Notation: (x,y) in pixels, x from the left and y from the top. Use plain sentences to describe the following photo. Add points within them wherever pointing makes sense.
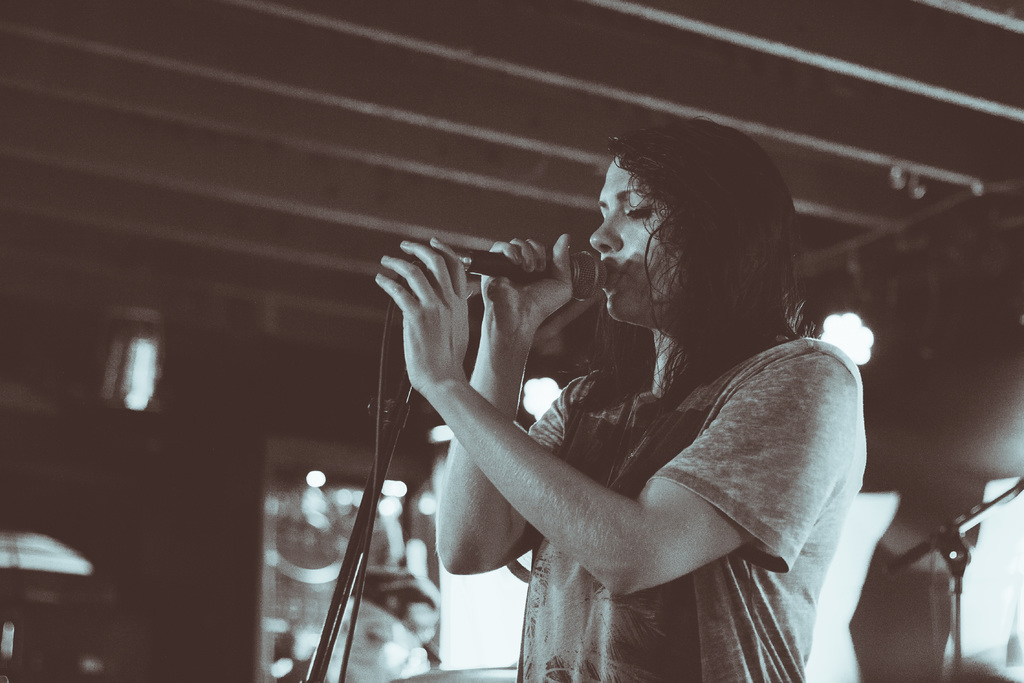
In the foreground of the image (600,380) we can see a women (600,415) holding a mic (580,285) in her hands (556,276) and singing. In the background of the image (470,147) we can see ceiling (506,165) and lights (859,327).
